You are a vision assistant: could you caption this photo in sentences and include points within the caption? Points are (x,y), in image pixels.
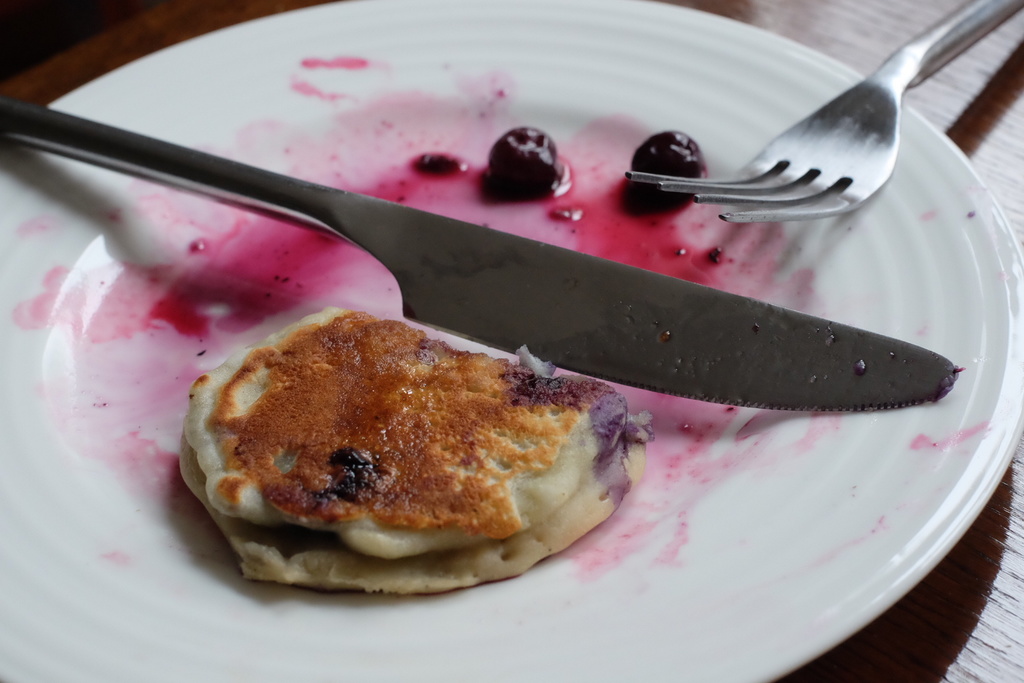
On this wooden surface (202,1) there is a white plate (1020,366). On this white plate (884,202) there is a knife (557,338), fork (718,181) and food (388,426).
